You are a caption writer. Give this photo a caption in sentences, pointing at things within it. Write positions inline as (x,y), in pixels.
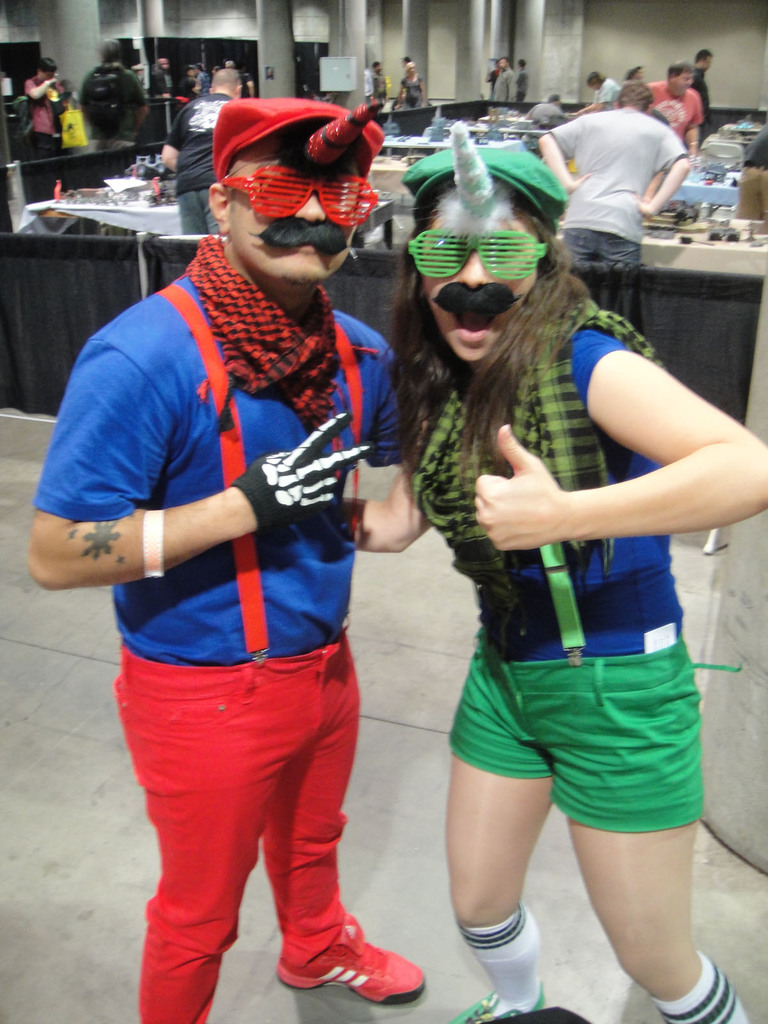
In this image we can see two persons (338,649) are standing and they have mustaches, goggles (283,169) and clothes (224,419) tied to their necks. In the background (117,118) we can see few persons (197,180), objects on a platform (54,212) and wall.
